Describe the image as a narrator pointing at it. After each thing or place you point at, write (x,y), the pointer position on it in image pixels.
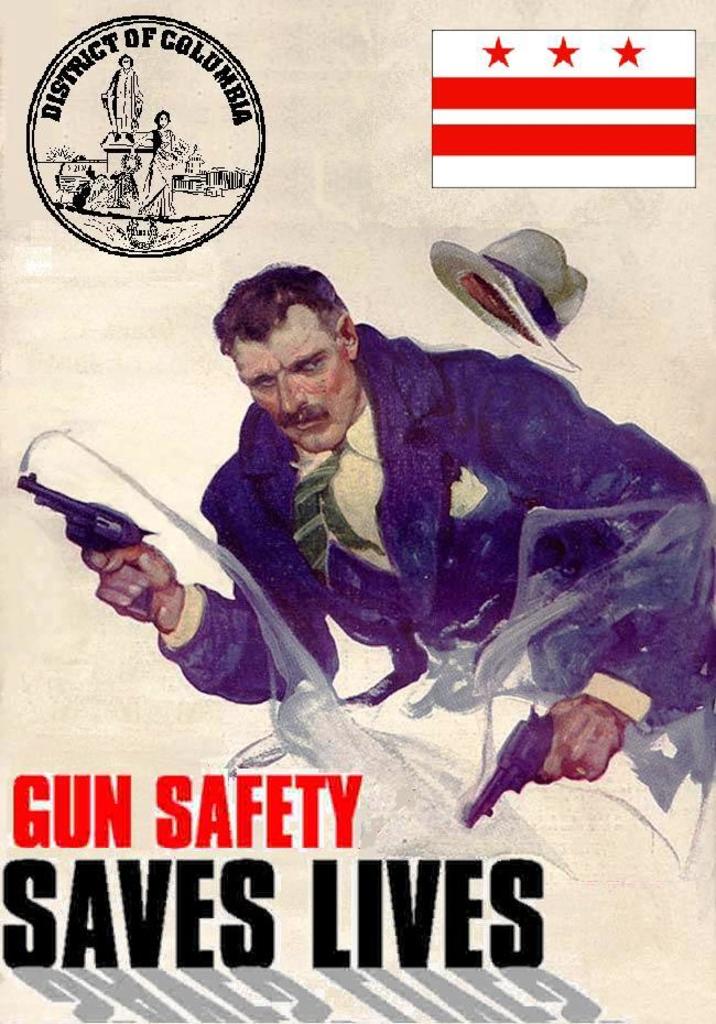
In this picture we can see a poster (119,266). At the bottom (264,838) there is text (84,972). In the middle of the picture (314,507) we can see a person (221,531) holding pistols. At the top (59,99) we can see flag (452,130), emblem (147,71) and a hat (494,261).
